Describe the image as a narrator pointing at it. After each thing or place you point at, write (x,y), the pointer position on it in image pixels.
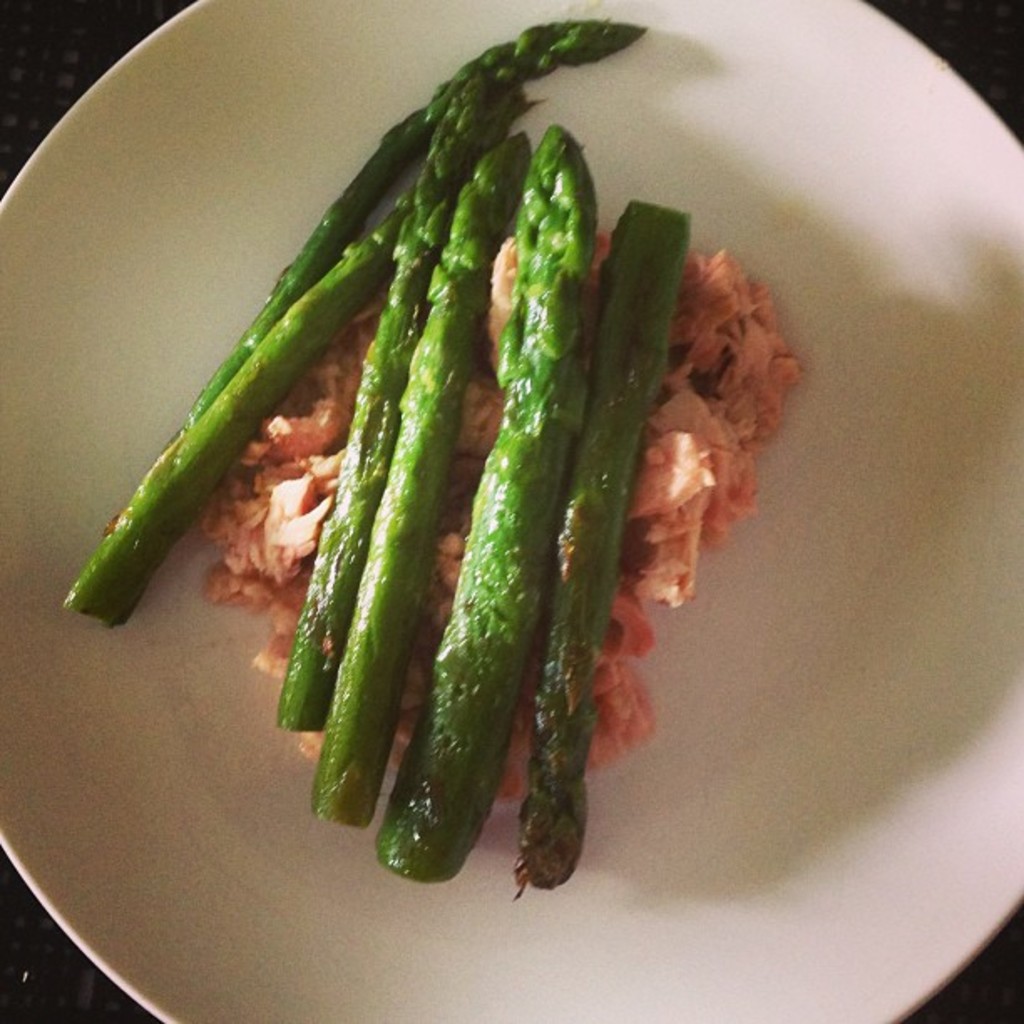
In this image I can see a black colored surface (65,42) and on it I can see a white colored plate (140,155). On the plate (176,84) I can see a food item (362,438) which is green and pink in color.
